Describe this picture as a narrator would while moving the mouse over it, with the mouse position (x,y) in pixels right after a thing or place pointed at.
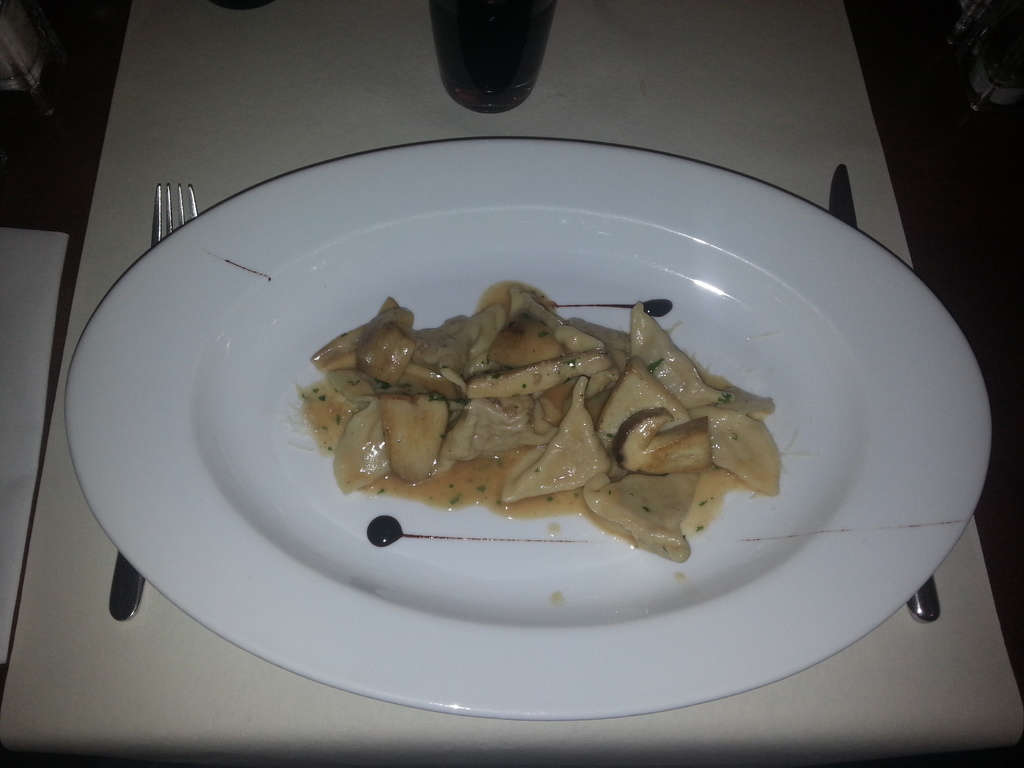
In this image there is a table (1008,280). There is a plate (446,176), glass (461,74), fork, knife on the table (702,62). Few objects (28,66) are on the table (913,133). There is some food (482,298) in the plate (492,569).
